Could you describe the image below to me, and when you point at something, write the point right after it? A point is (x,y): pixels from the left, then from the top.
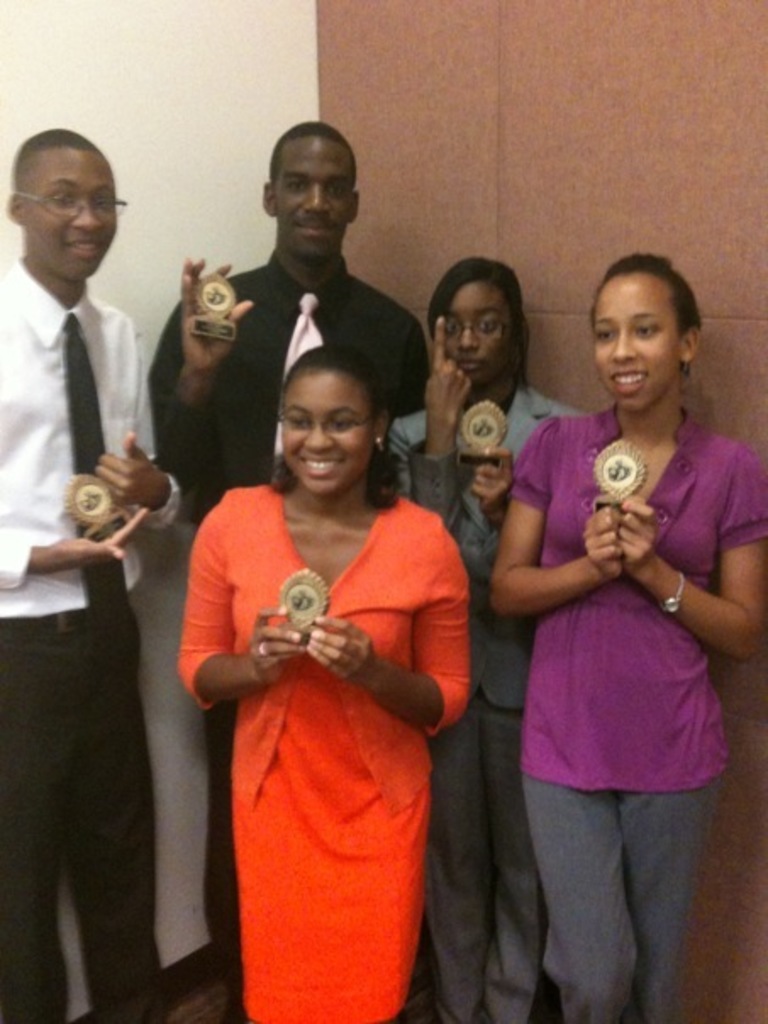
In the image there are a group of people (266,410) standing and they are holding some awards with their hands (221,357), in the background (424,110) there is a wall (428,69).
